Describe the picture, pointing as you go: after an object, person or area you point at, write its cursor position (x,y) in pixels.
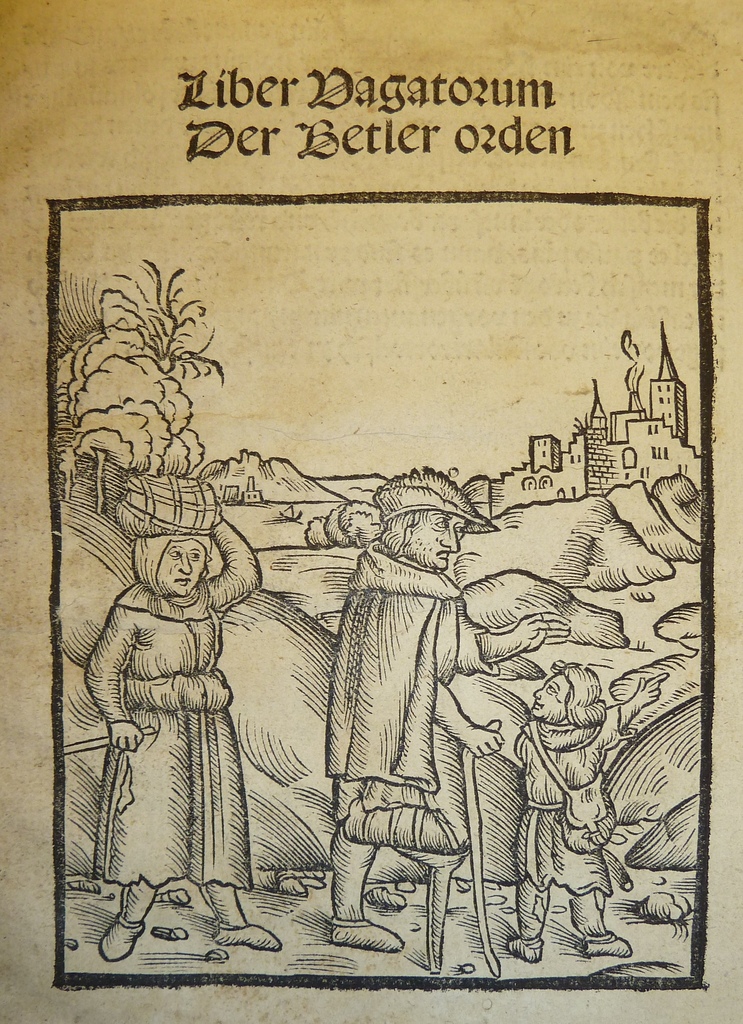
This picture consists of a sketch painting (562,339) in the image, it seems to be an illustration (321,471).
